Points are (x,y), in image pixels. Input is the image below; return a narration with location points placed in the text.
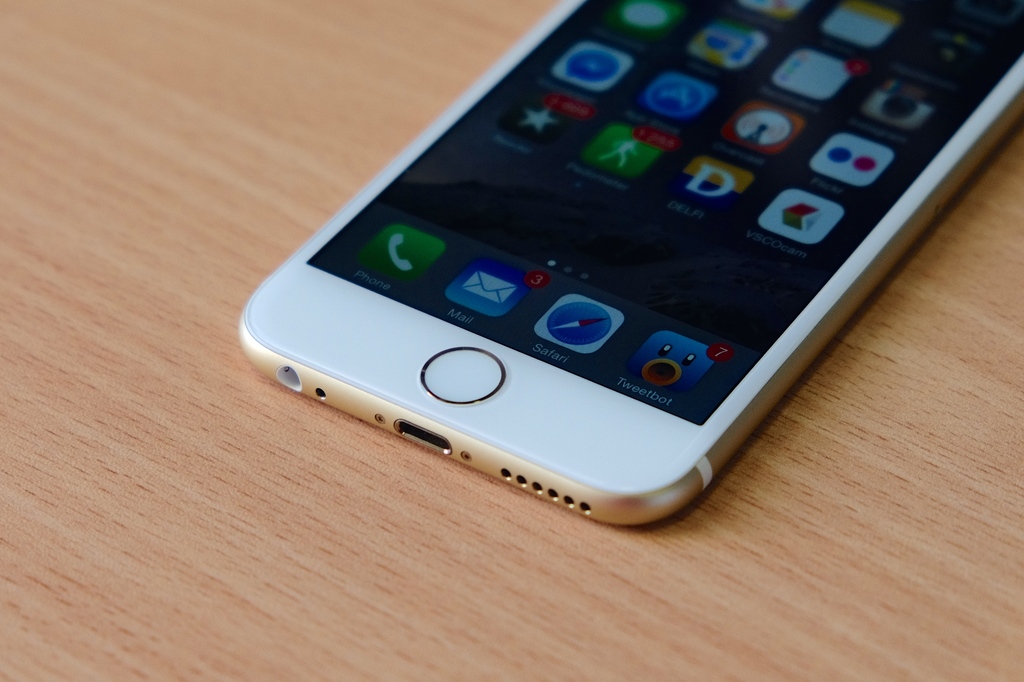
In this picture I can see the brown color surface (934,443), on which there is a phone (467,181) and on the screen (590,75) I can see few applications (697,84) and words (794,250) written.
